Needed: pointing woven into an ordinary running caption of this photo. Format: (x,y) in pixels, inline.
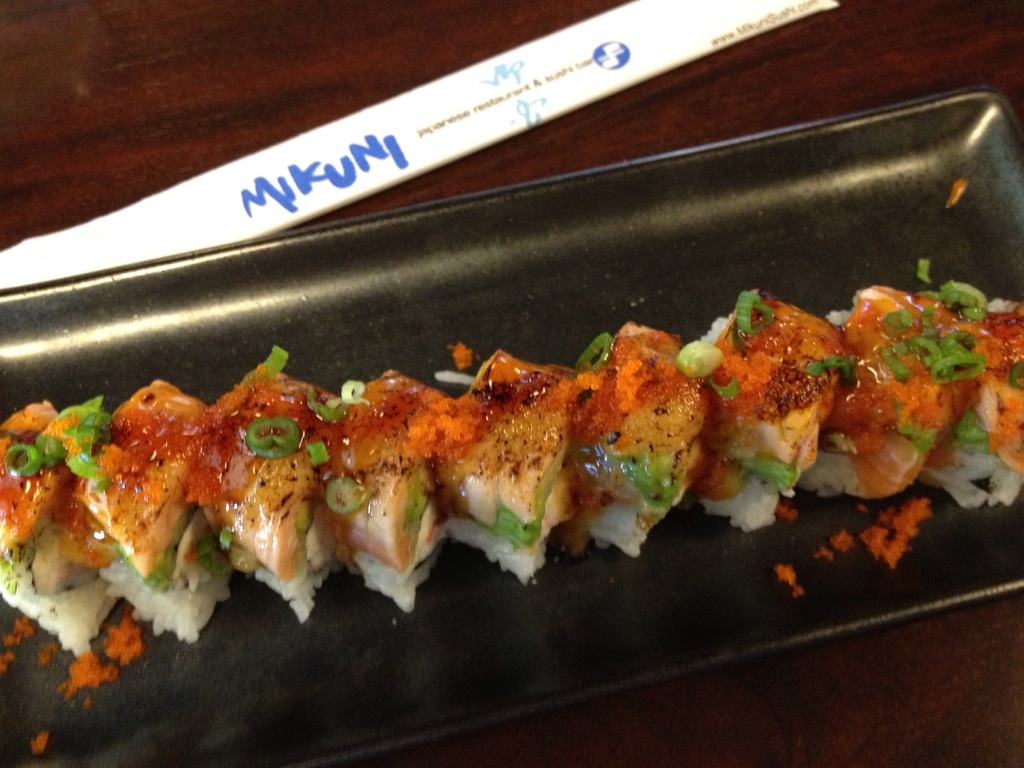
In this image I can see the tray (672,558) with food (549,481). The tray (511,281) is in black color and the food (319,435) is green, white and brown color. It is on the brown color table (343,215). To the side there is a white color chopstick wrapper (409,136).
